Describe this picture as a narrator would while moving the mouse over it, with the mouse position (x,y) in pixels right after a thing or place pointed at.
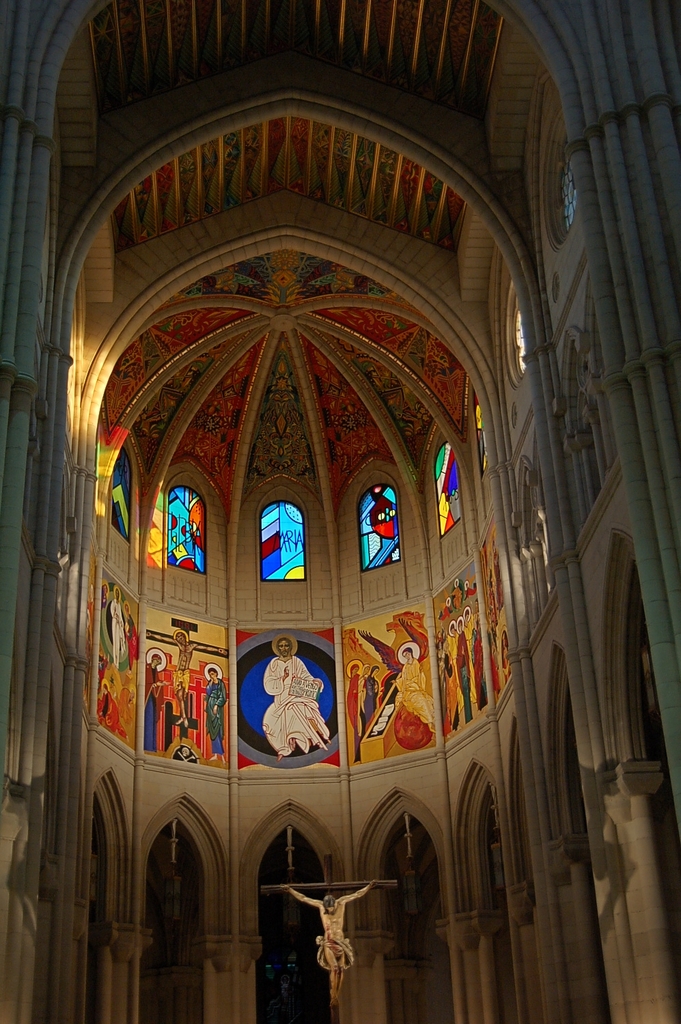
This is the inside view of parish building (227,514) there are some paintings (290,708), windows (288,572) and in the middle of the image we can see Jesus statue (329,954) to the holy cross (318,888).
